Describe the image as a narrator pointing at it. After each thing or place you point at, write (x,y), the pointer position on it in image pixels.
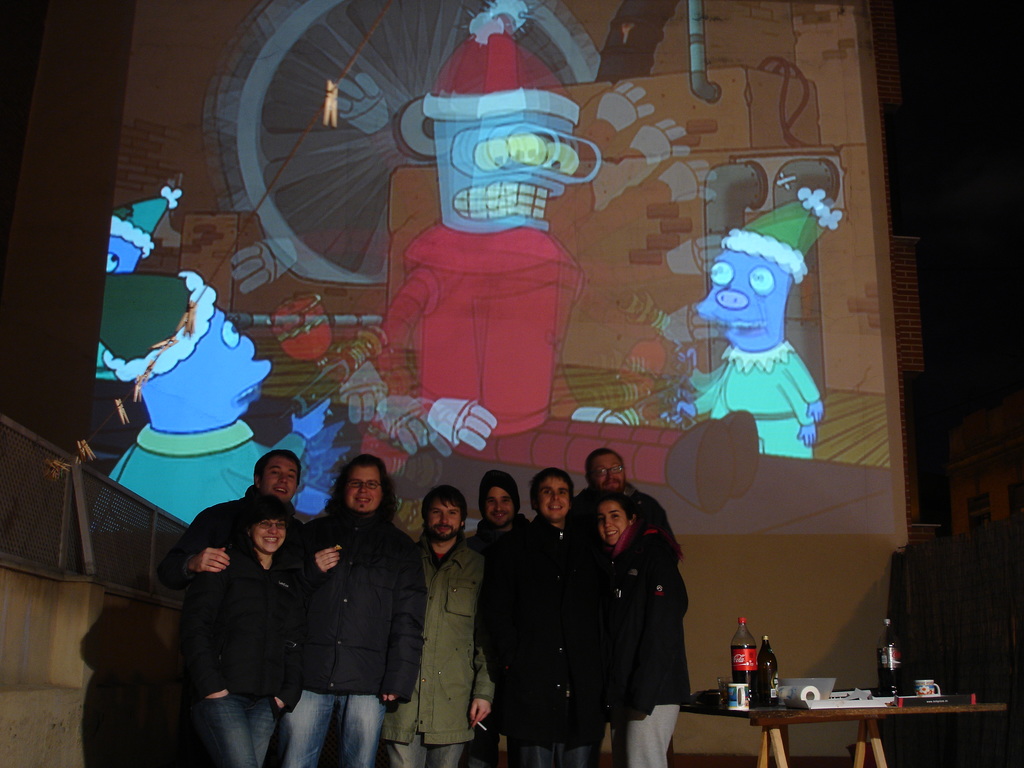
There is a group of people (494,559). They are standing and they are smiling. There is a table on the right side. There is a bottle (764,673), papers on a table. We can see in the background (440,355) cartoon poster (535,302).
